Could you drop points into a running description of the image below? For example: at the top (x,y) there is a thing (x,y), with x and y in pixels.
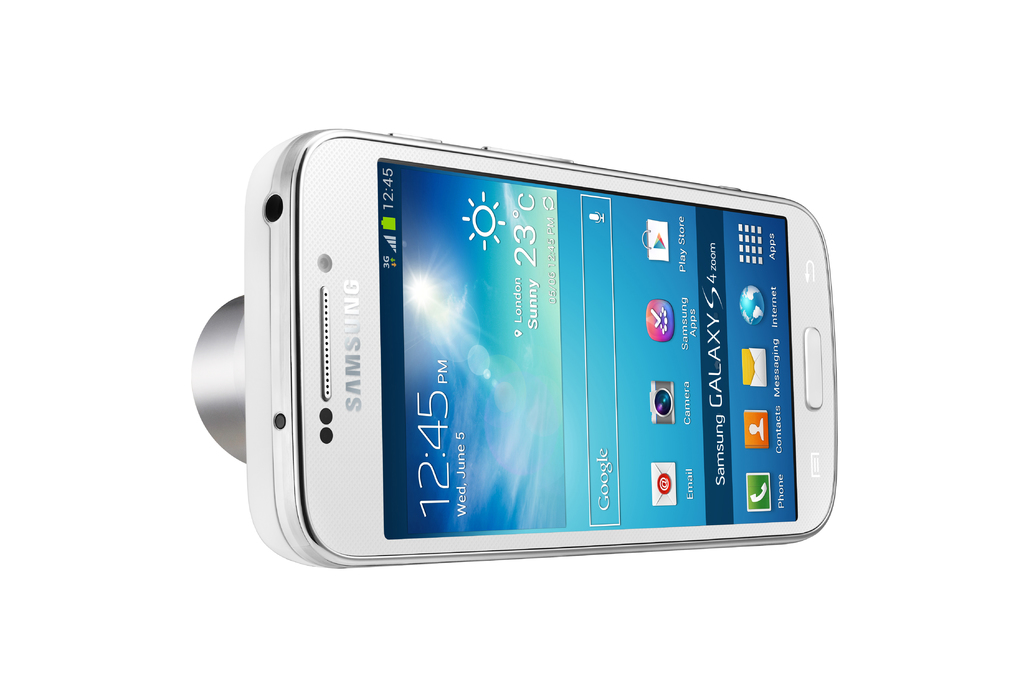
In this picture I can see there is a smartphone (309,192) and it has few icons (657,492) on the screen (700,393) and the time (434,471) is displayed, there are few buttons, a logo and the wall paper (408,258) is sky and it is sunny. There is a white backdrop (673,660).
